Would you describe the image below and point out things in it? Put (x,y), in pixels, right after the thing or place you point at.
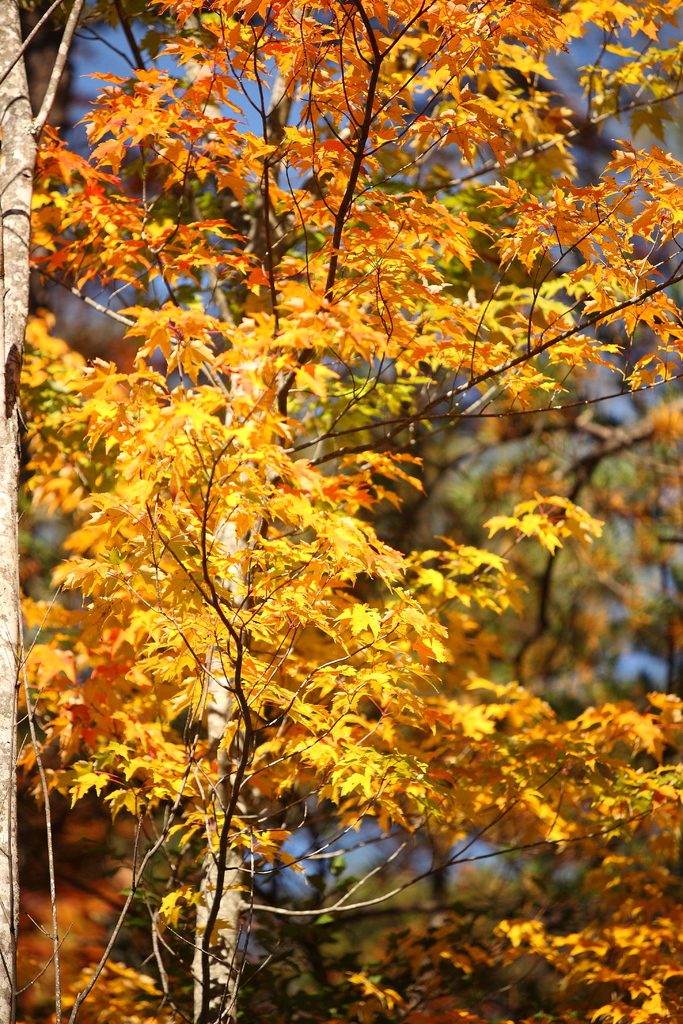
In the image there is a plant (295,521) with yellow color leaves (295,521) and behind it there are many trees (672,525).
